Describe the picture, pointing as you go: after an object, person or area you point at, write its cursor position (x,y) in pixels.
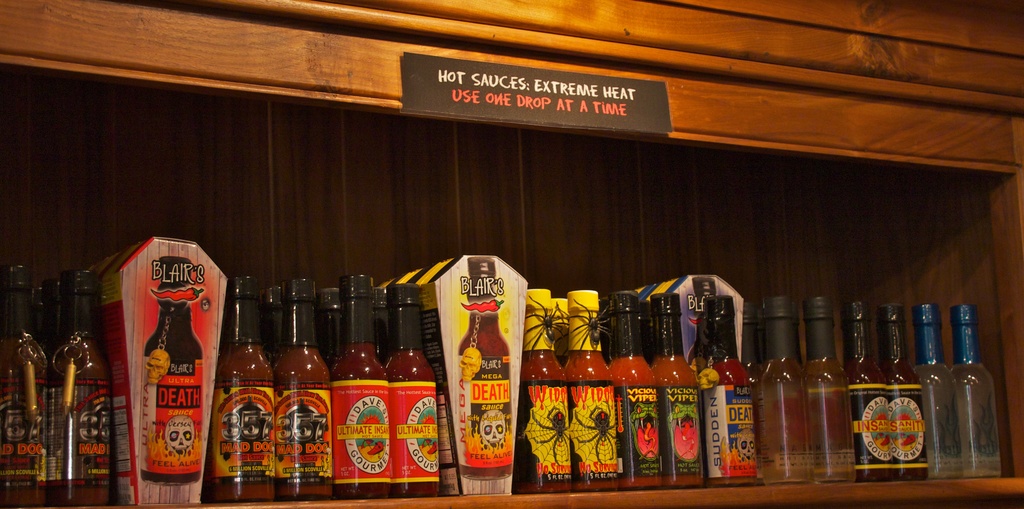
These are the bottles (526,385) sealed with metal caps (582,329) are placed in an order inside the rack (639,495). This is the name board (481,109) attached to the wooden wall (378,76). I can see glass bottles (846,382) at corner. These are the labels (667,407) attached to the bottles (279,426).
